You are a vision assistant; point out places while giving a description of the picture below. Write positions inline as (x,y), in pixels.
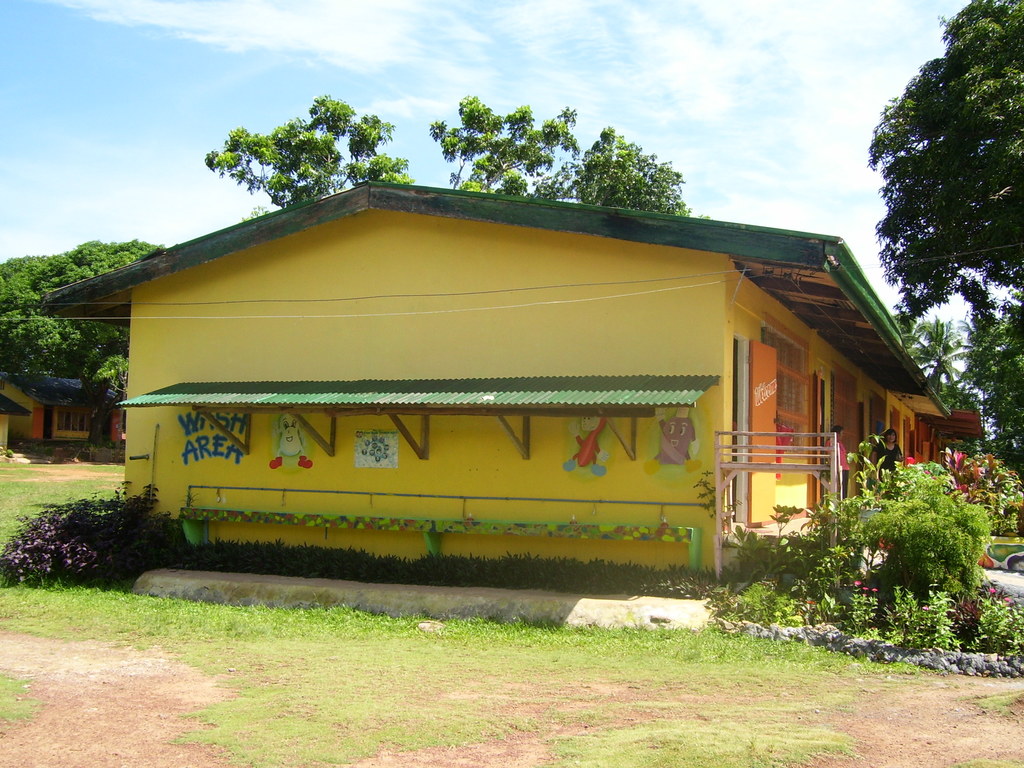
In the center of the image (474,374) there is a shed (458,478). On the right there are people (880,455). At the bottom (895,643) we can see bushes (812,582) and grass (278,633). In the background (121,362) there are trees (471,182) and sky (530,103). On the left (36,401) there are sheds (60,407).
